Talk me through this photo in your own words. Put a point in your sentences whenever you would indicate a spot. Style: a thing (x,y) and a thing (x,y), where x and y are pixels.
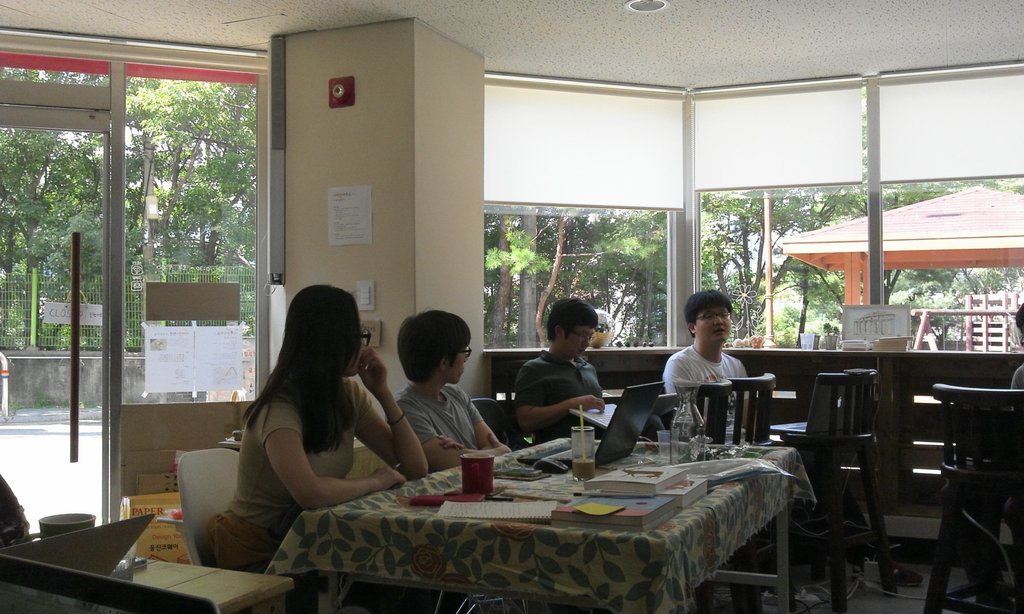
In this image I see 4 people (223,544) and all of them are sitting and I can also see that there are lot of chairs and a table (307,573). on the table (397,511) I see lot of things (650,504). In the background (268,337) I see the wall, window (554,281), fence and lot of trees (4,220).
